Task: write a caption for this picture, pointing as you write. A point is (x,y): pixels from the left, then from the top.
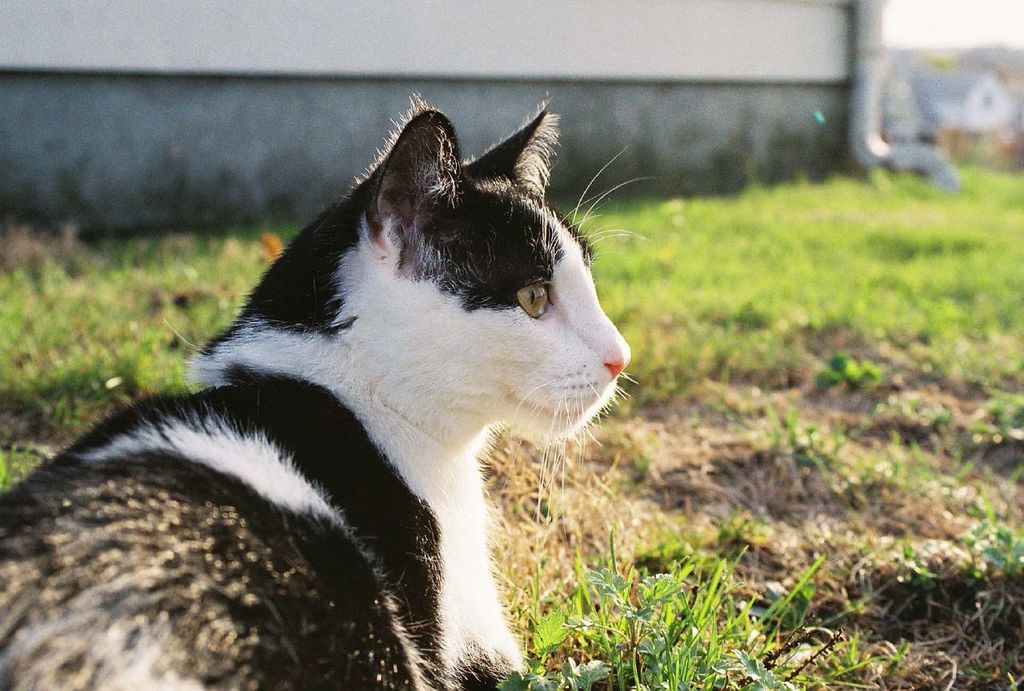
In this picture we can see a cat (306,584) on the grass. Behind the cat (356,383), there is a wall (356,82). In the top right corner of the image (941,86), it looks like a house (943,82).
